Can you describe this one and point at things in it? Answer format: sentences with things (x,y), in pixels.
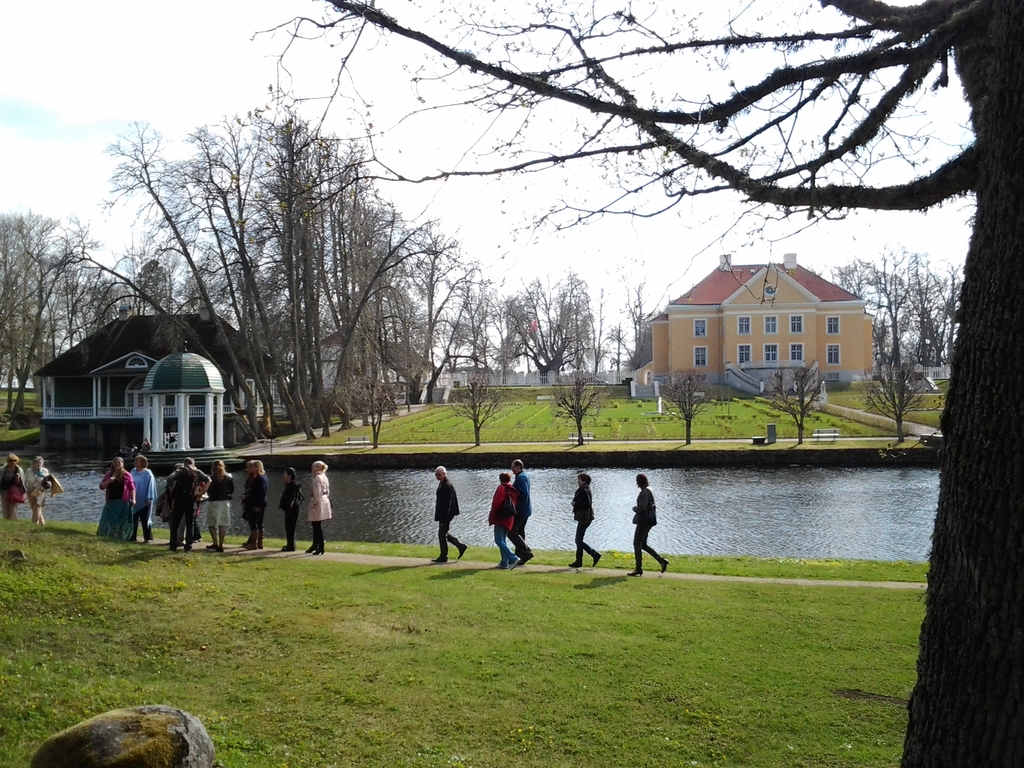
In this picture there are people (260,499) those who are standing in series in the image and there is grassland (428,671) at the bottom side of the image (383,671) and there is water (381,488) in the center of the image (668,485) and there are houses (732,268) and trees (422,317) in the background area of the image (572,348) and there is a tree (957,556) on the right side of the image (957,473).
